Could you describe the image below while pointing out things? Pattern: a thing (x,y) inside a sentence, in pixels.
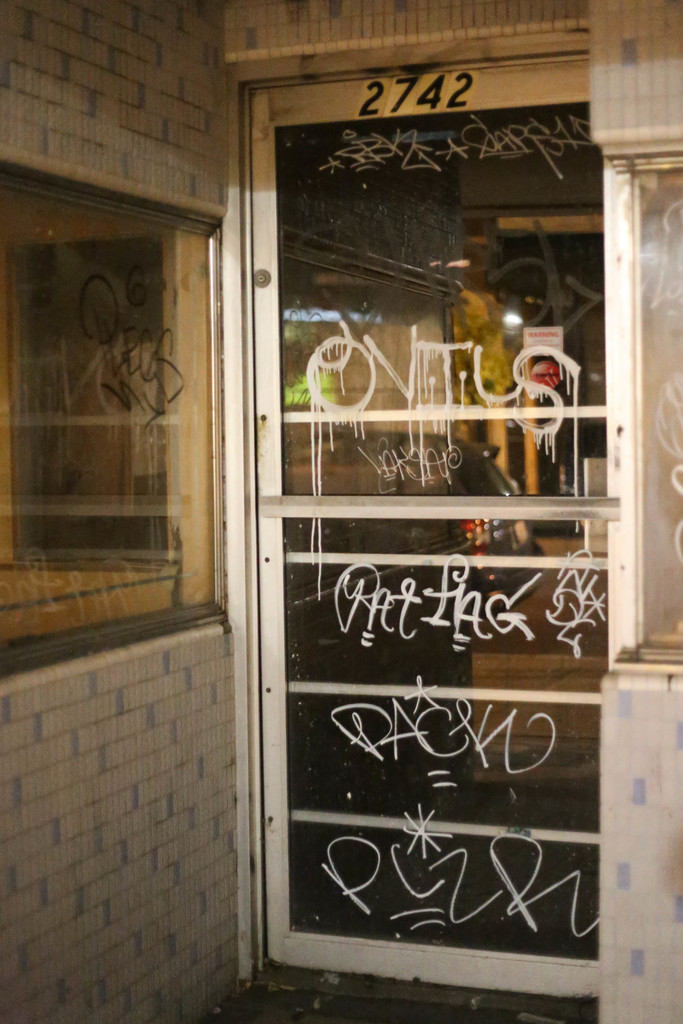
In this image in the front (444,558) there is a door (445,522) and on the left side (151,802) there is a wall (146,768) and in the center of the wall (152,823) there is a window (110,505) and on the door (484,424) there are some text (457,613) written on the glass (445,437) and there are numbers (373,114) on the top of the door (543,677).
